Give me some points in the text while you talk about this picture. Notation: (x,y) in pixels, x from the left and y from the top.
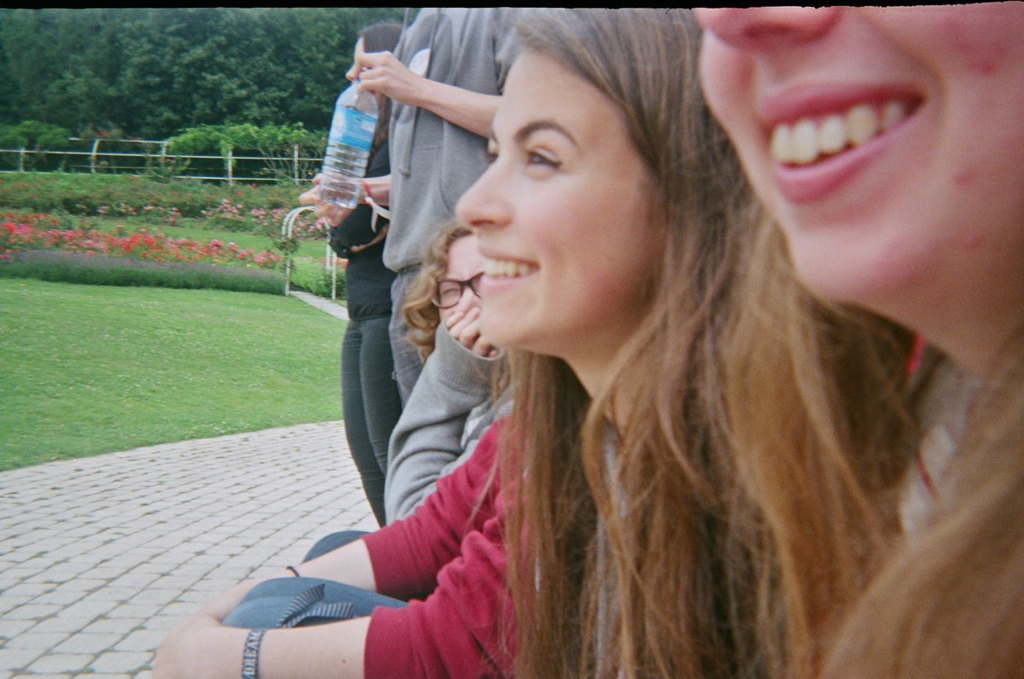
In the center of the image (525,314) we can see a few people (705,397). Among them, we can see two persons (750,294) are smiling and one person (470,163) is holding one water bottle (329,189). In the background (315,170), we can see trees (347,47), plants (192,198), flowers (227,202), grass (126,330) and fence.
